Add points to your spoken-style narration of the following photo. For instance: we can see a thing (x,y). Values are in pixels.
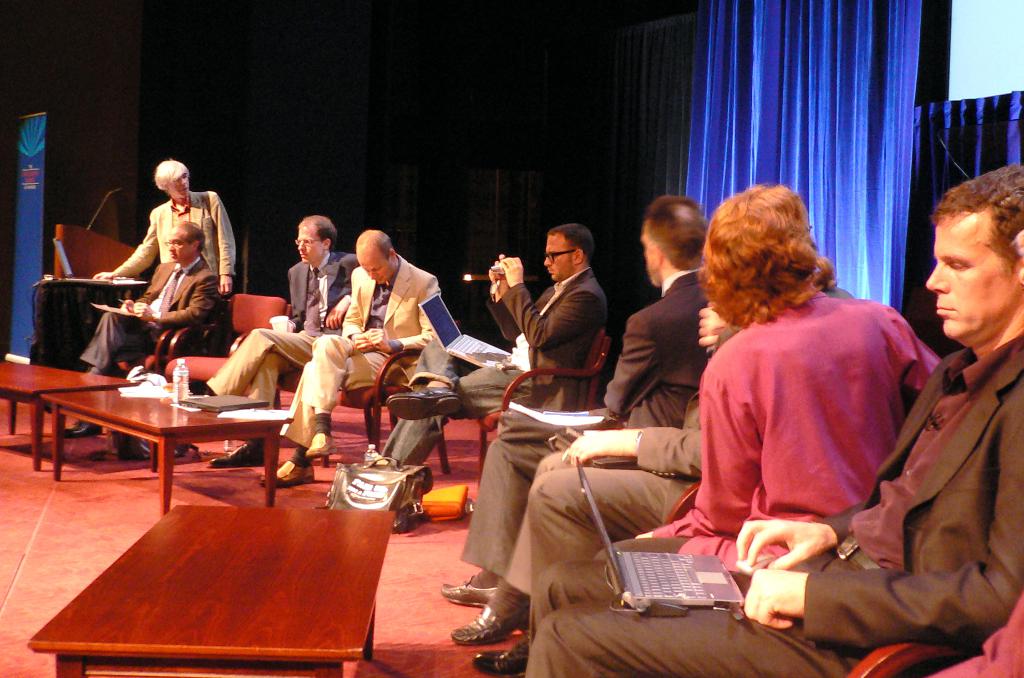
As we can see in the image there is a curtain (797,104) and few people (645,326) sitting on chairs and there is a table (257,422). On table (236,428) there are papers (239,419) and bottle (176,392).
